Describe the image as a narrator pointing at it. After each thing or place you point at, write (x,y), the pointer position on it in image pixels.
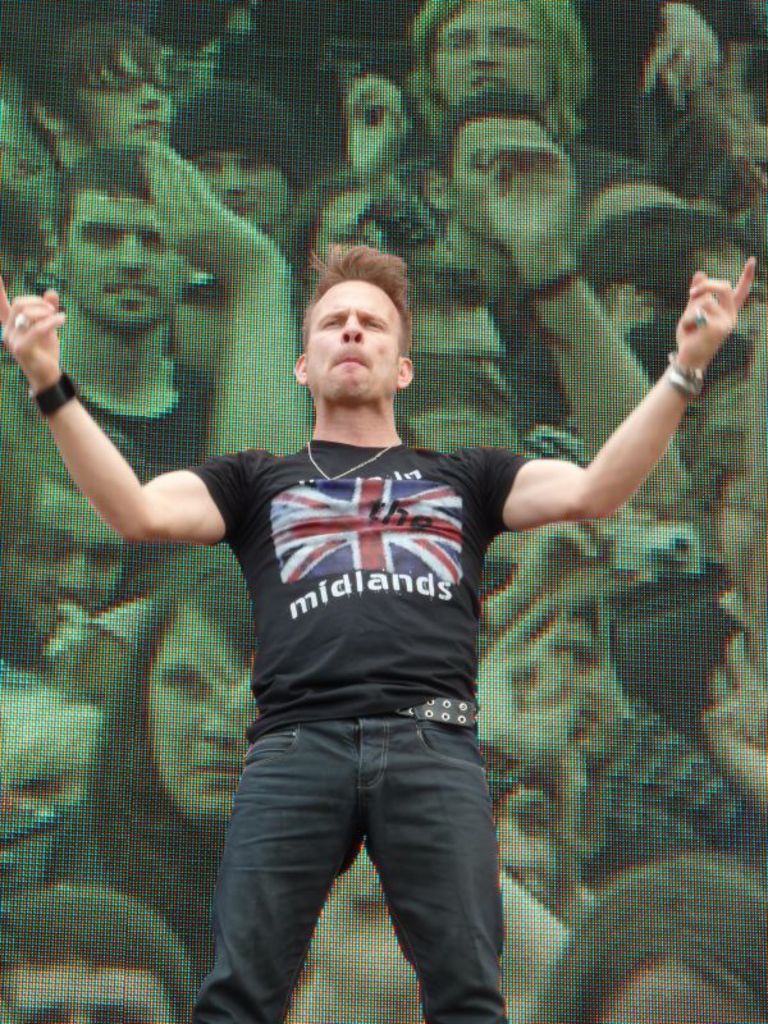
In this picture we can see a man (436,969) standing in front of a display (159,551).
